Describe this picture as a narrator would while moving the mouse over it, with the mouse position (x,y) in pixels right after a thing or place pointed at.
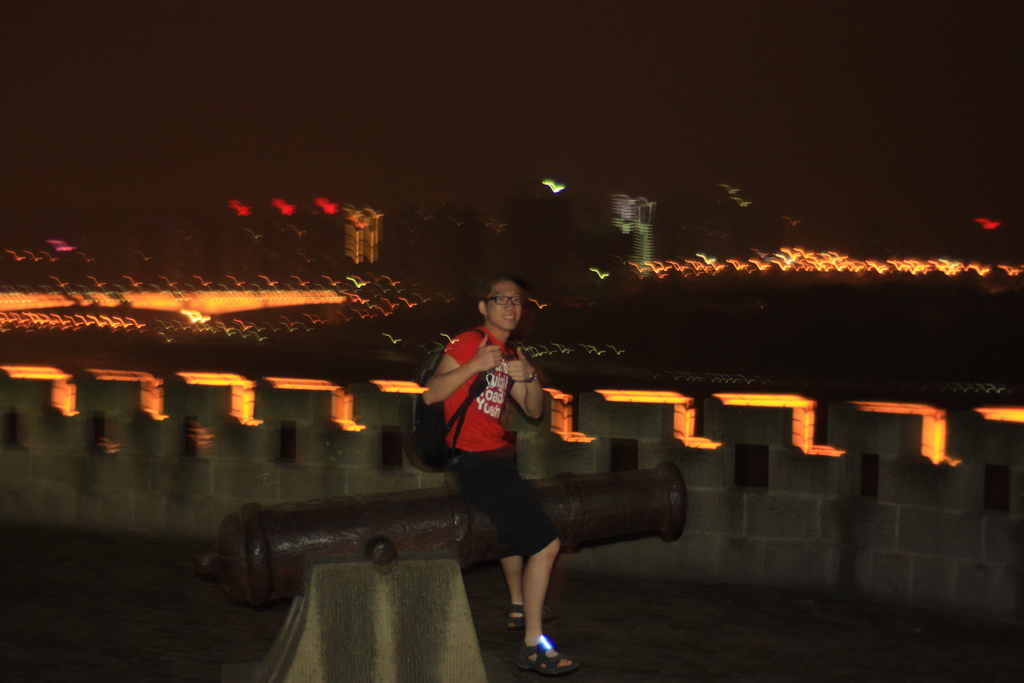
There is a statue of a cannon (347,531). On that a person (486,446) wearing bag (446,432), watch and specs (499,299) is sitting. In the back (668,441) there is a wall (169,421). Also there are lights (150,297).
